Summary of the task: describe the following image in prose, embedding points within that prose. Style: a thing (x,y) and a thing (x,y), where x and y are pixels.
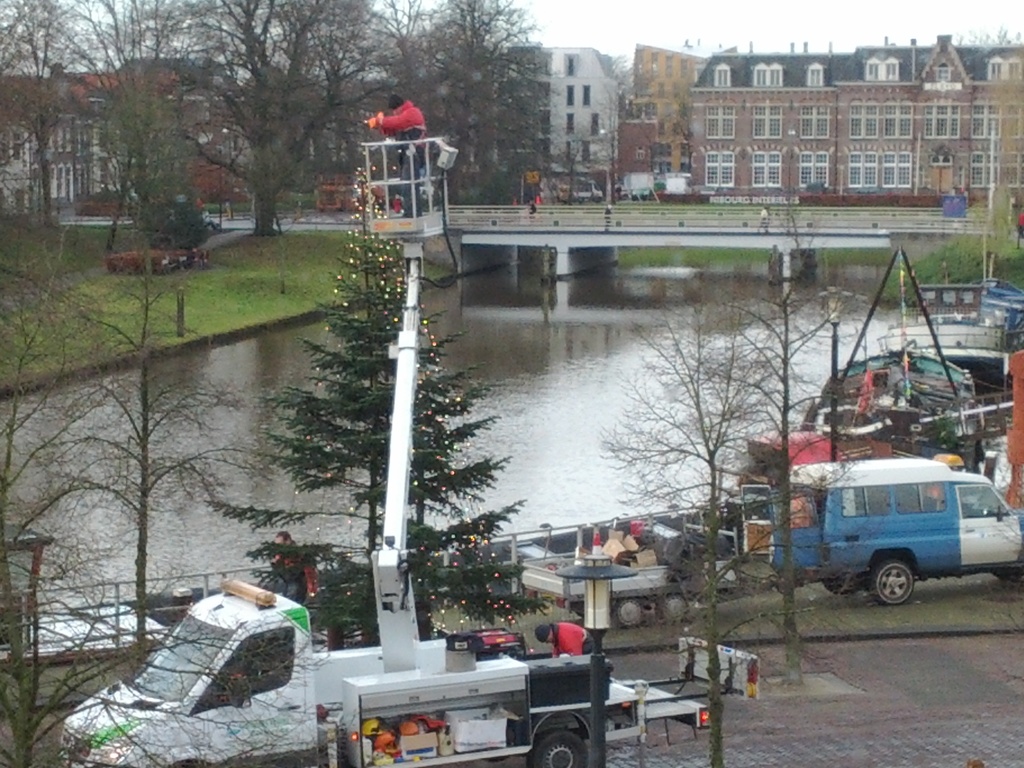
In the image there are few vehicles (397,512) and some objects (679,527) in the foreground (536,683) and behind them there are trees (475,588), water surface (807,331), a bridge (472,244) and some buildings (540,131).
